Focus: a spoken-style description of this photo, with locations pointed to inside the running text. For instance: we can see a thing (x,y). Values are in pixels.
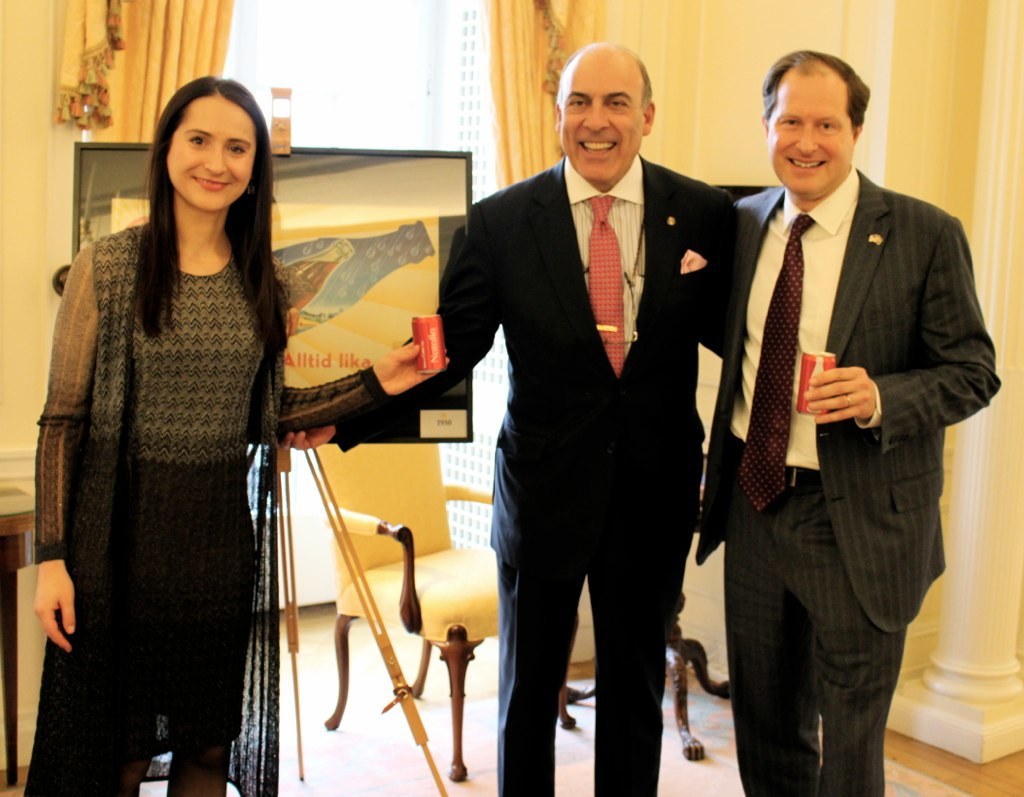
This is the picture of a room (675,72). In this image there are three persons (595,396) standing and smiling and holding the objects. At the back (399,284) there is a board (415,274) on the stand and there is a chair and table (10,671) and there are curtains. Behind the window (369,73) there is a building (472,7). At the bottom (970,774) there is a wooden floor (933,772).
